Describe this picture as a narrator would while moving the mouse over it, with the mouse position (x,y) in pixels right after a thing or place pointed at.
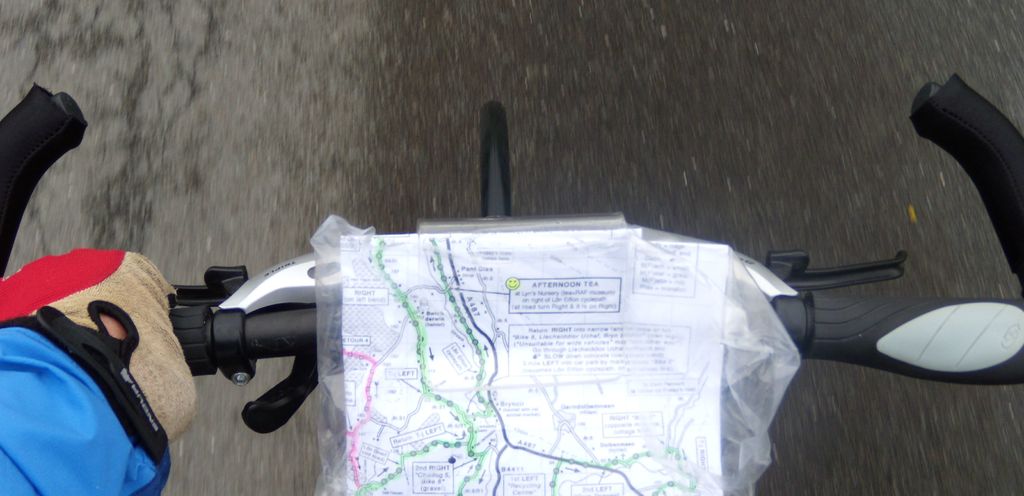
In this image, I can see a route map (489,346) and a person's hand (161,365) holding a bicycle (240,314), which is on the road (630,63).
